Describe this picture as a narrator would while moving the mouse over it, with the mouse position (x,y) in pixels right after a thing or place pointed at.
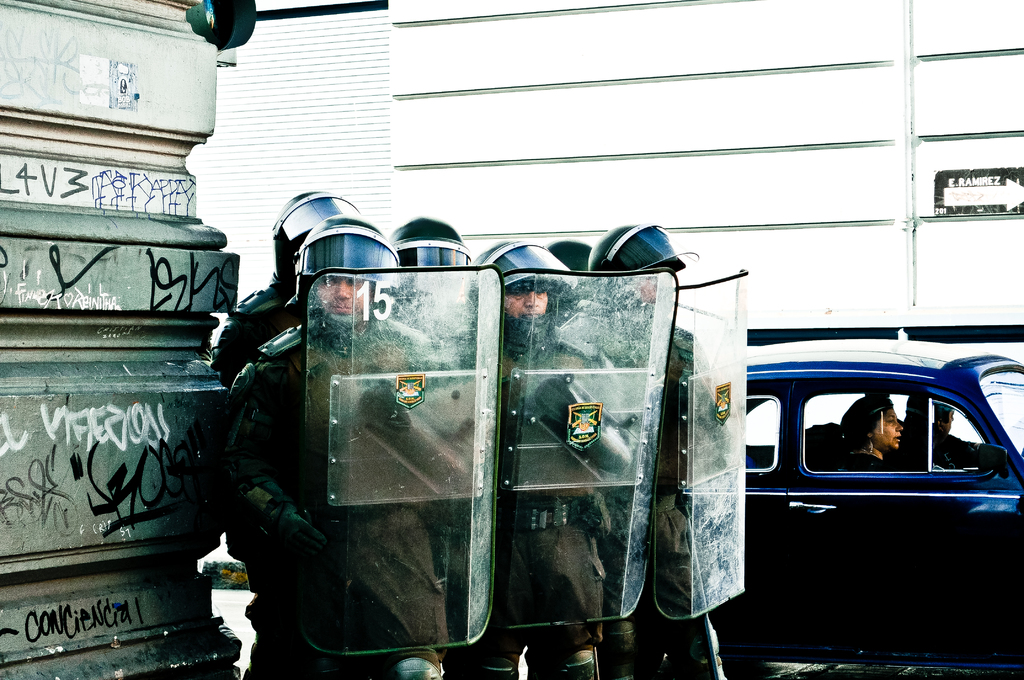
this is a picture of outside of a city (808,309) and there is a building (817,214). And there is a wall (90,216), on the wall (102,379) there are some text (86,432) written and there is a vehicle (832,541) on the road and there are some persons (853,446) sitting in the car (861,476). on the image in front (295,435) there are the group of persons (280,389) standing, holding a shield (357,379) and wearing a helmet (336,248).
